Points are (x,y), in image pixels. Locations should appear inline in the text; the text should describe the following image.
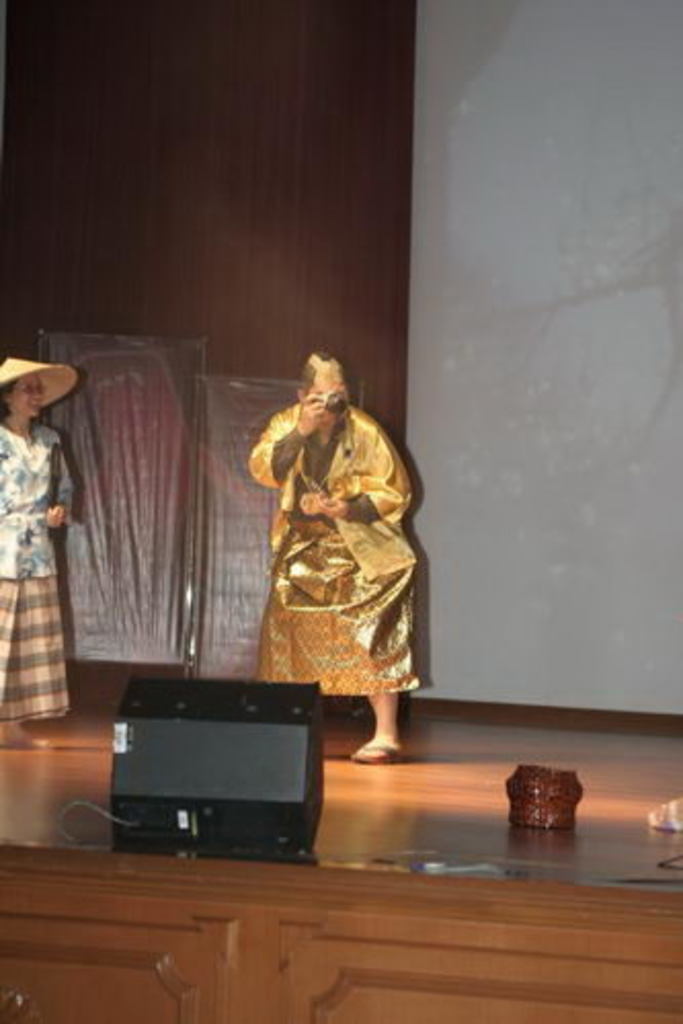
In the image we can see two people (31,575) standing, wearing clothes (41,605). The right side person (308,535) is holding a camera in hand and the left side person (20,504) is wearing a hat (48,395). We can see wooden floor (370,775), light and wooden wall (61,264).
